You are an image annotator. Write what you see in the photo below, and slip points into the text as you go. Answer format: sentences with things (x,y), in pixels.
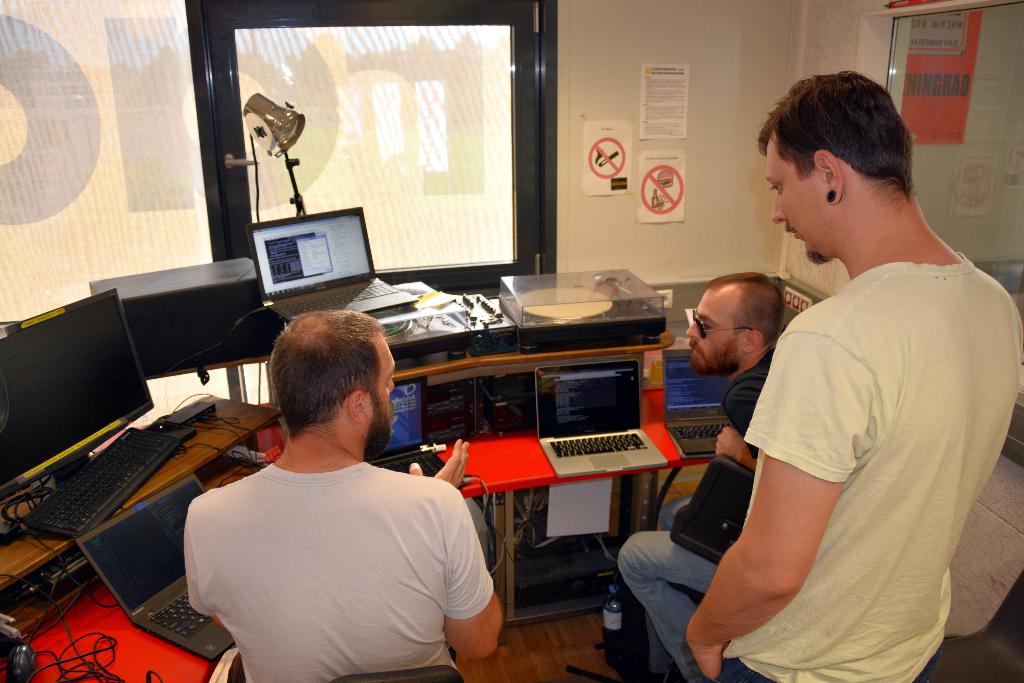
There are two persons (730,292) who are sitting on a chair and the person (279,644) here is speaking. There is another person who is standing on the right side (754,527). This is a wooden table (102,612) where a computer (39,457) with keyboard (146,472) and a laptop (153,620) are kept on it.
